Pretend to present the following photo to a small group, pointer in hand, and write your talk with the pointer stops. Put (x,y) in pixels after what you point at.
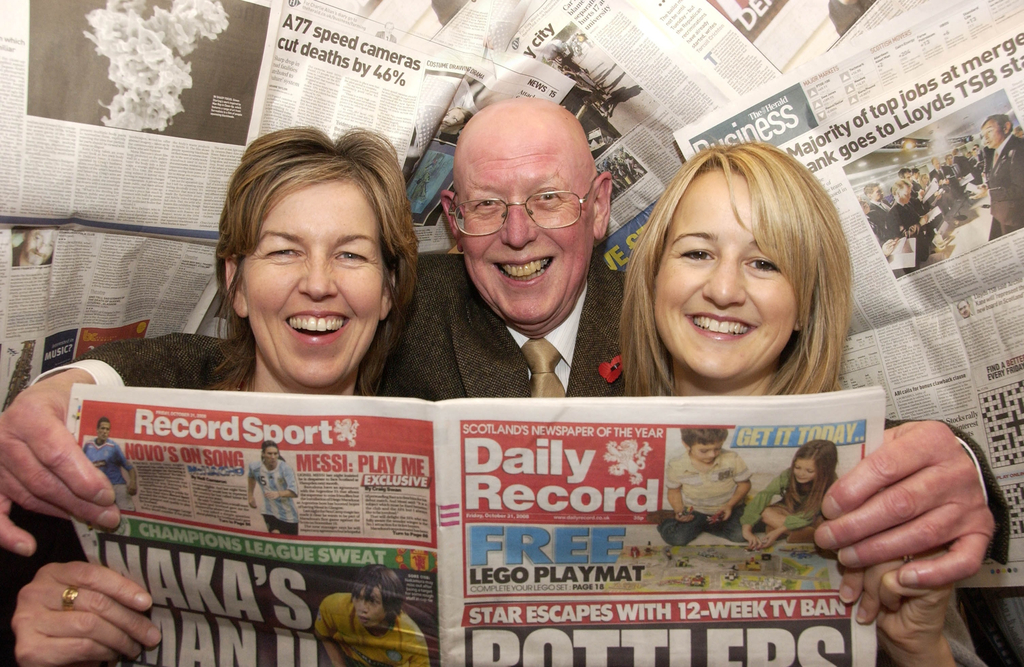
In this image we can see a man (453,325) and two women (364,272) holding the news paper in which we can see the pictures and some text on it. On the backside (707,133) we can see some news papers (414,98).
